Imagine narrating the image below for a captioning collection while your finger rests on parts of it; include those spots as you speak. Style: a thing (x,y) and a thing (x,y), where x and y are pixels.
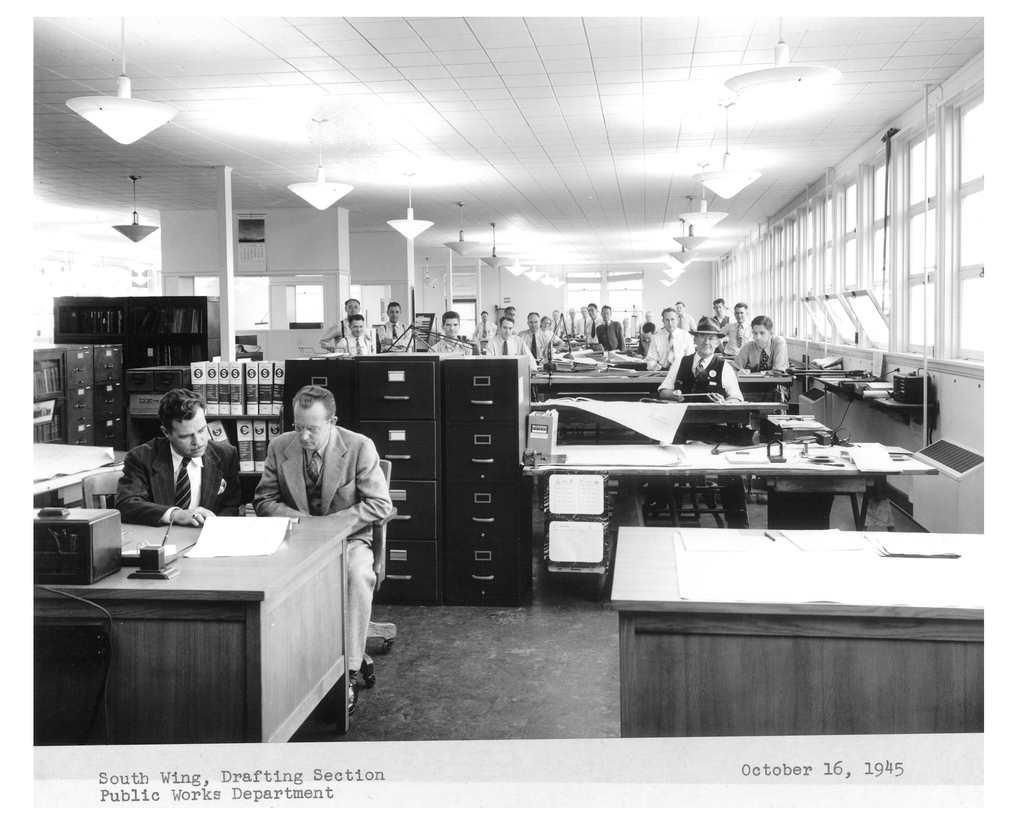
This is a black and white image and clicked inside the room (578,665). In this room (278,587) I can see few people (228,454) are sitting on the chairs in front of the tables (698,405). On the top of the image (758,67) there are lights (769,78). In this room (362,531) there are some boxes (355,399) and files (267,378) are arranged on the left side of the image (98,363). On the right side of the image (798,264) I can see a window (821,252).
